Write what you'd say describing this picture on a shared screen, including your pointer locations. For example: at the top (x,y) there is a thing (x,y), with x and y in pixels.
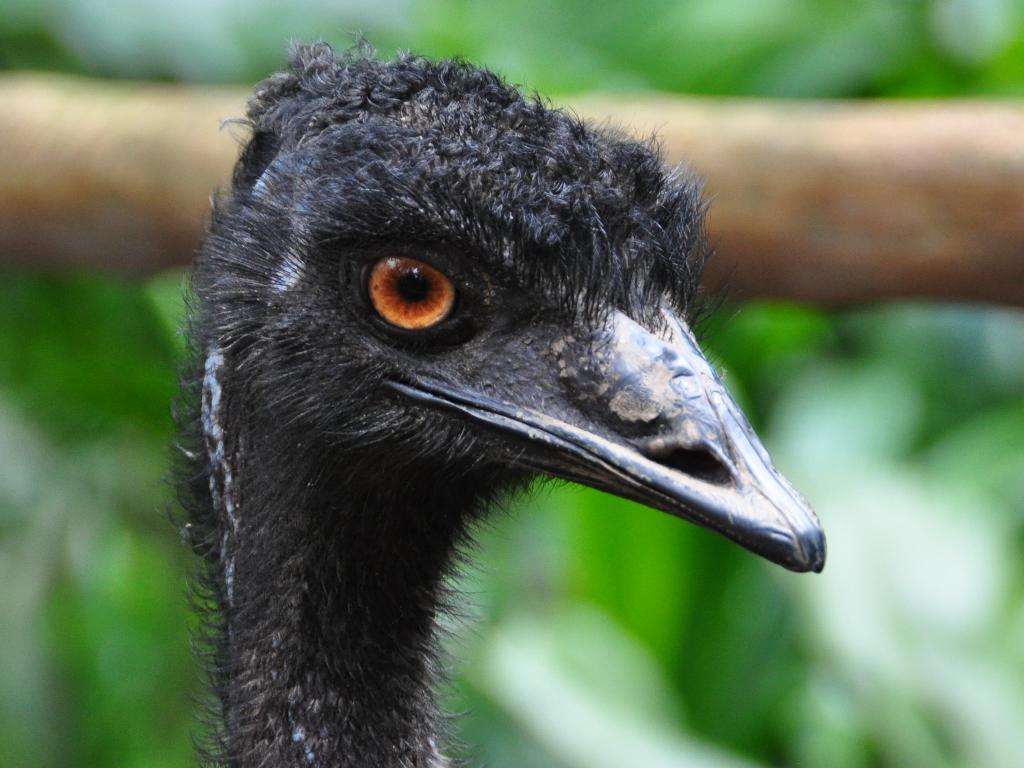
In this picture I can see a bird (408,494) in the middle (533,476), it is in black color.
